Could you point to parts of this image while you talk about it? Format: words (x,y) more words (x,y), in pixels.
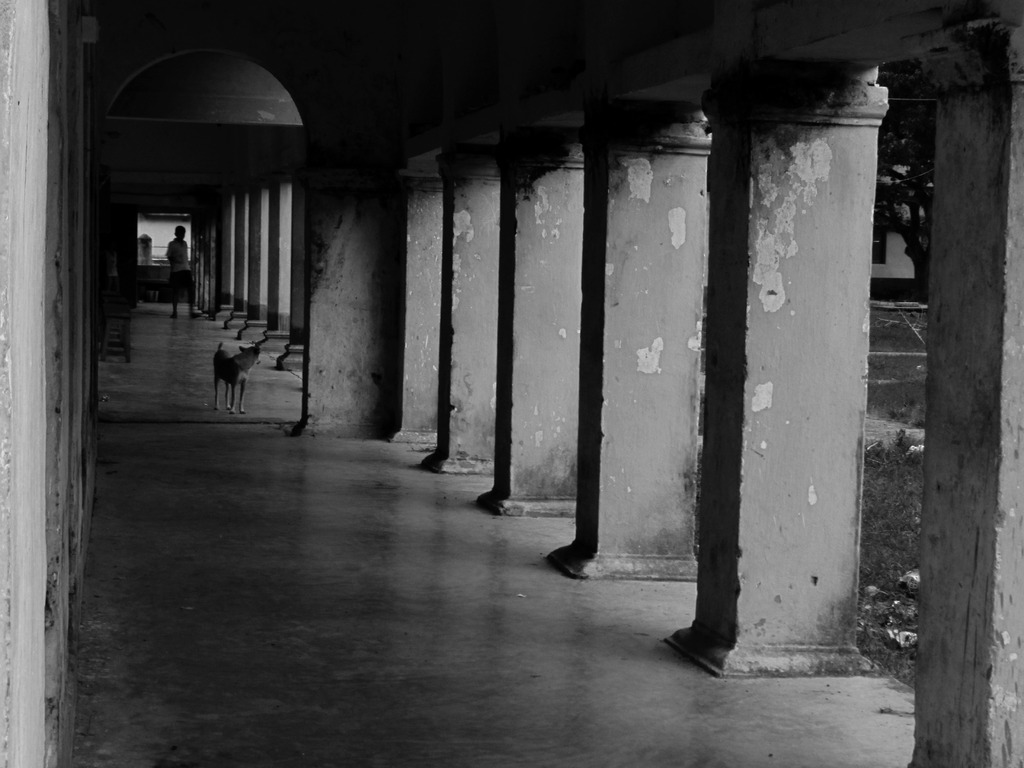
In the foreground of this image (791,497), there are pillars (436,402), floor (296,466) an arch (125,113), a dog (222,377) on the floor (279,397) and also in the background (261,240), there is a man (176,307) walking and the pillars (279,258). On the left (58,419), there is a wall (50,293).
